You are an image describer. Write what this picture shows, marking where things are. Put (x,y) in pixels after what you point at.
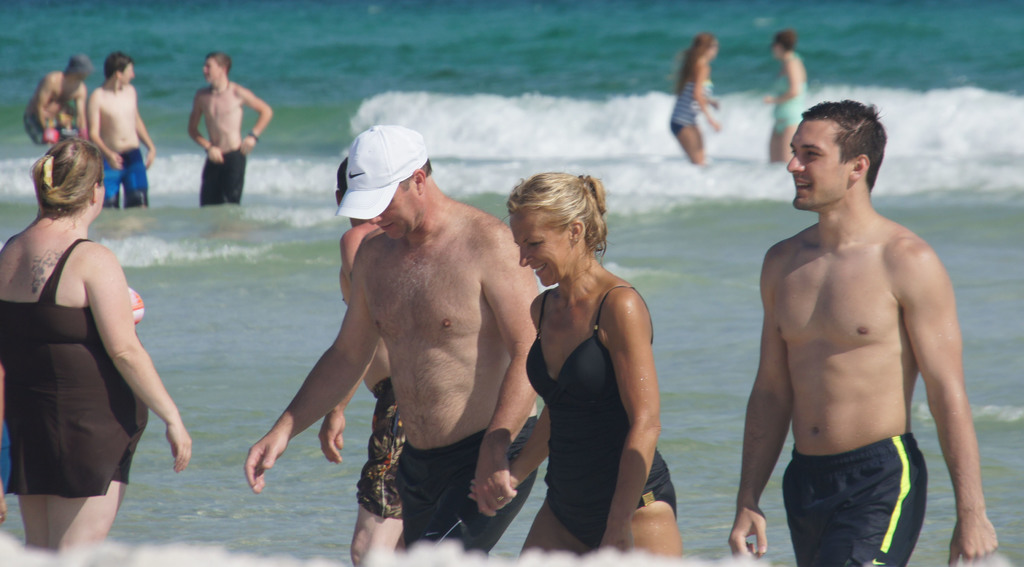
In this picture we can see some people (777,97) are standing in the water (12,91), there are three persons (644,436) walking in the front (585,370), a man (483,348) in the middle (445,321) is wearing a cap (396,177), at the bottom (230,381) there is water (211,294).
